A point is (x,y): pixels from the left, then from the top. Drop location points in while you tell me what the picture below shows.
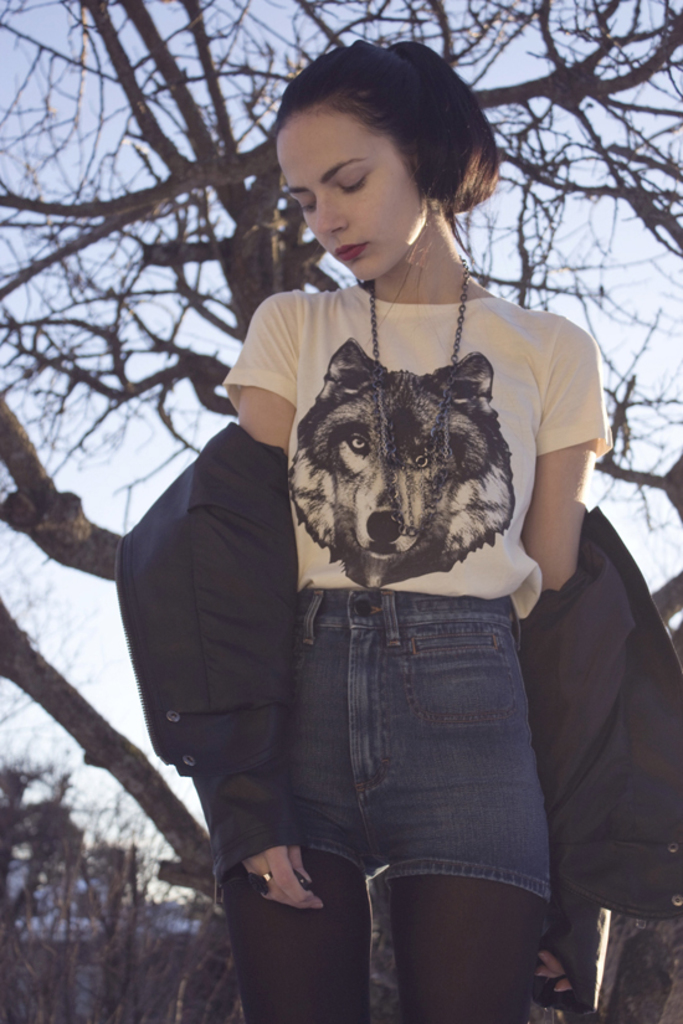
In this image we can see a woman (308,712) wearing a chain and a jacket (271,724). On the backside (133,492) we can see some trees (128,850) and the sky (134,501) which looks clear.
